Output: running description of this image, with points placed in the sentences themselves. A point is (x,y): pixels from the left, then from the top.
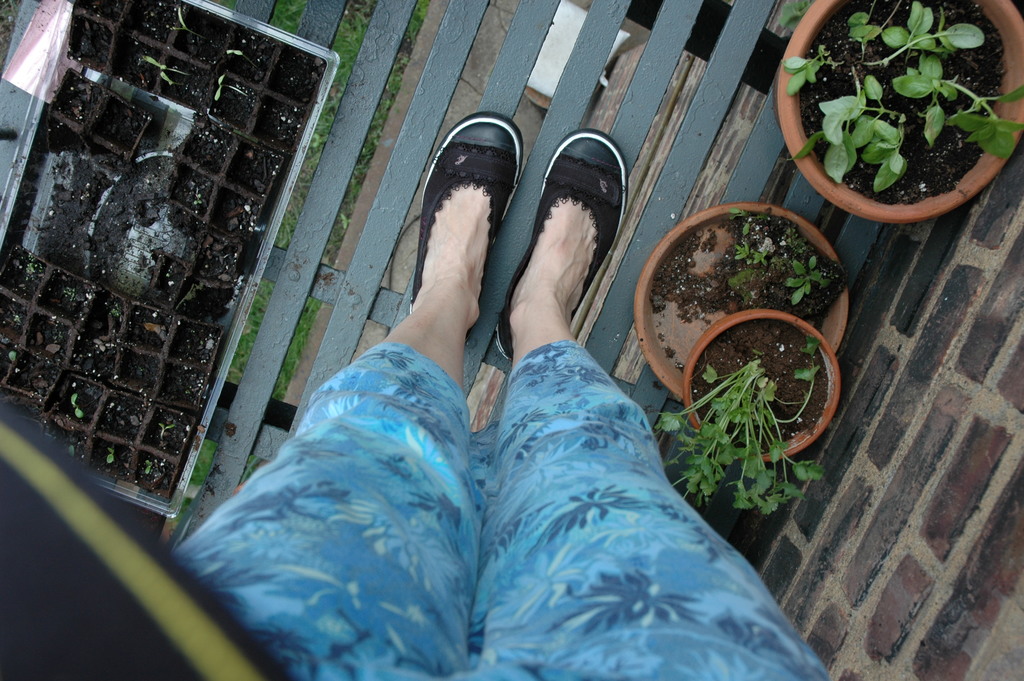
In this picture we can see legs (516,385) of a person (563,346), beside the person (583,374) we can find few plants (896,177) in the flower pots (759,282).
